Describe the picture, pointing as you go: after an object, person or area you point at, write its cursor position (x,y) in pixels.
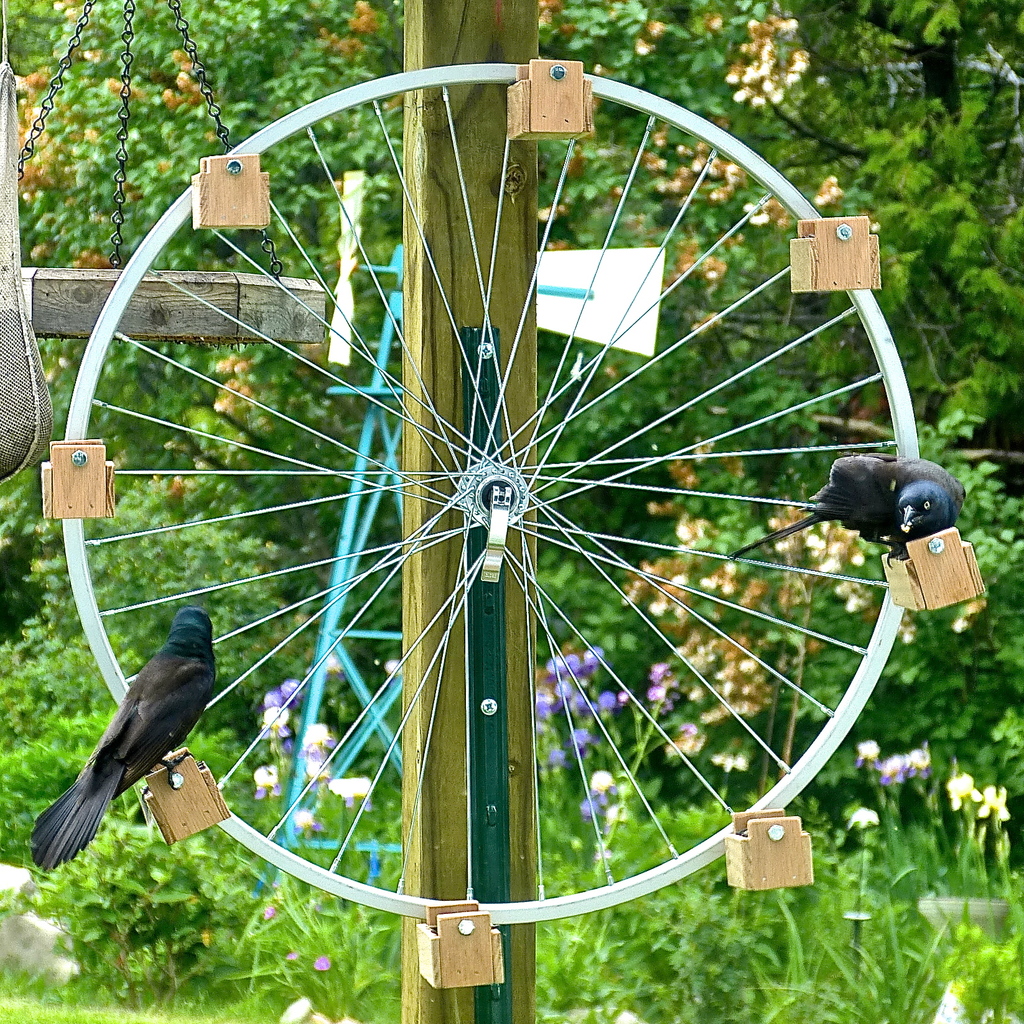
In this image I can see a wheel (409,78) in the centre (638,487) and on it I can see few wooden things (499,954) and few black colour birds (207,680). In the background (981,713) I can see flowers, grass (211,1009) and few trees (885,108).
